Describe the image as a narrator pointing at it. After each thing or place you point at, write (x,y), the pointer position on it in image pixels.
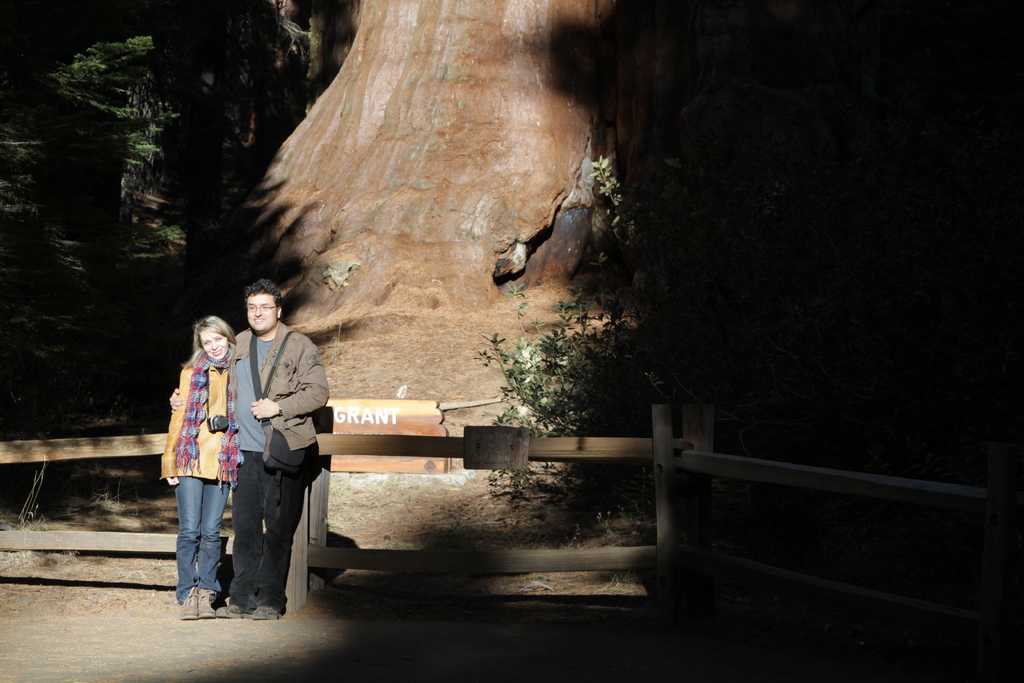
In this picture there is a man (280,374) who is wearing jacket (291,380), t-shirt (266,347), spectacle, bag (281,461), jeans (285,525) and shoe (239,616). Beside him we can see a woman (239,449) who is wearing scarf (202,375), jacket (216,402), camera (216,425), jeans (199,530) and shoe (195,590). Both of them standing near to the wooden fencing (397,438). On the background (745,83) we can see trees (170,117) and tree trunk (408,95).
